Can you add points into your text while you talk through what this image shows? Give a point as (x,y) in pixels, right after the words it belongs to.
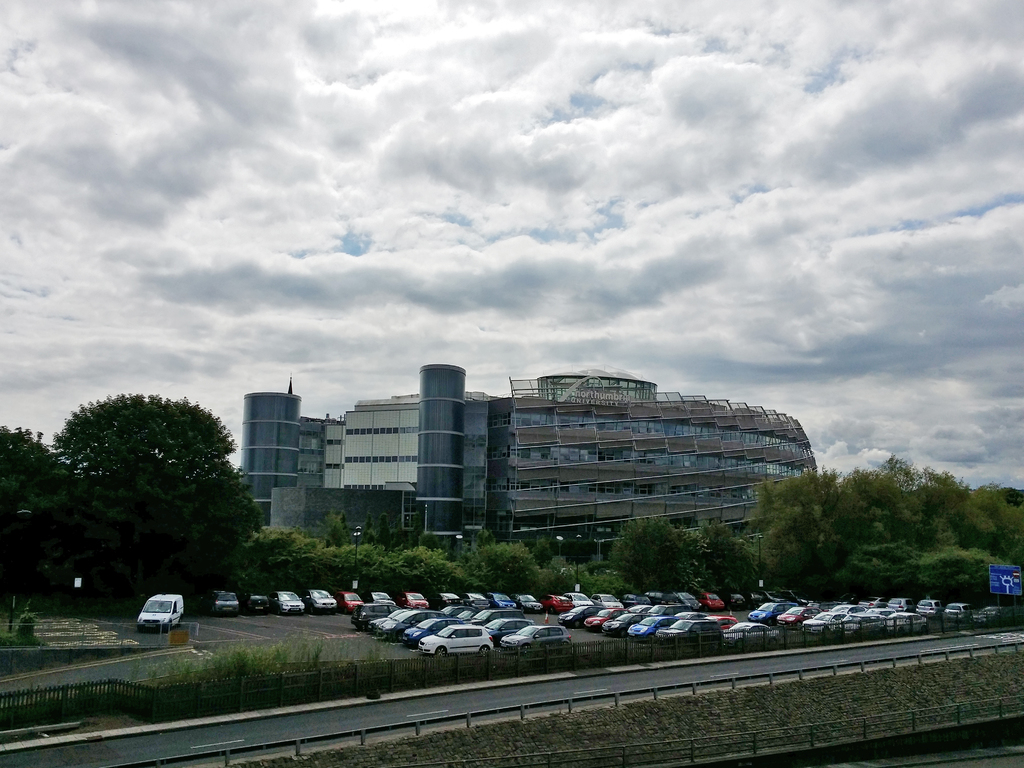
In this image I can see at the bottom (849,648) there is the road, in the middle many cars (916,614) are parked and there are trees (451,564), at the back side (534,478) there is a very big building (510,488). At the top (623,204) it is the cloudy sky (599,207).
